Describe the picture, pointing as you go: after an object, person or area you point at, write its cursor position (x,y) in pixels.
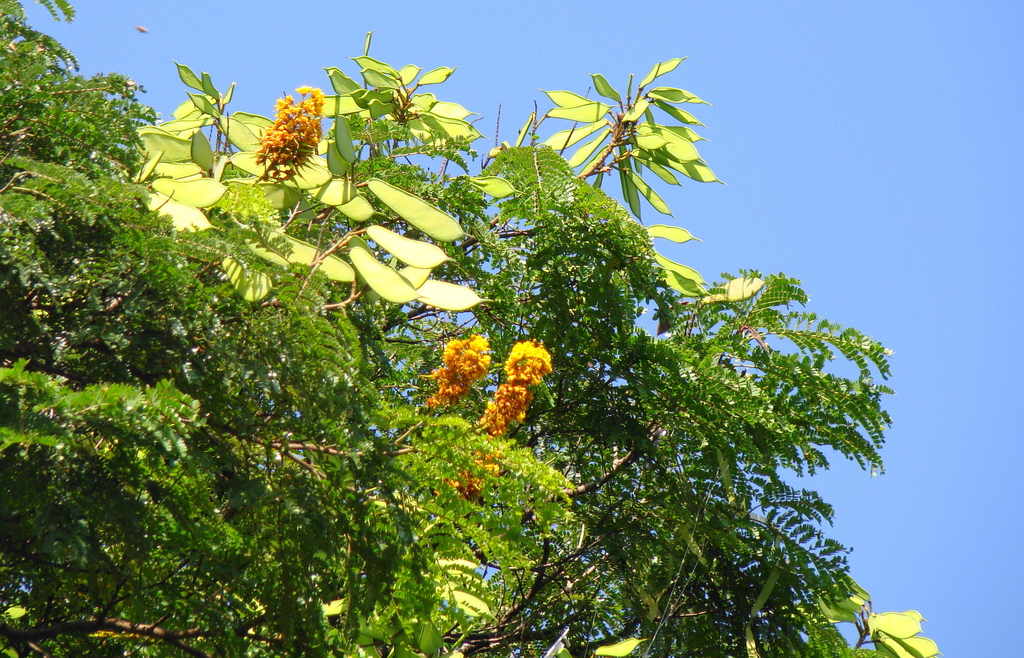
In this image there are flowers (535,357), leaves (555,293) and branches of a tree (234,482).
